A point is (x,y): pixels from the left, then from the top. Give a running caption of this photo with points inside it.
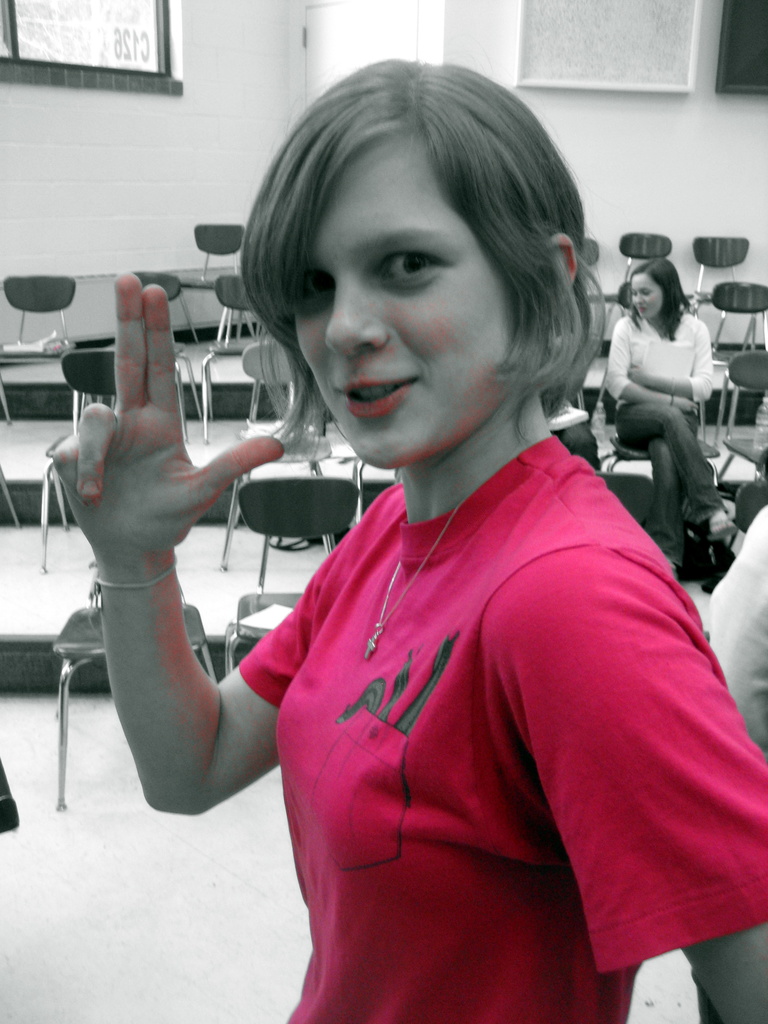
In this image we can see two persons (419,511), among them one person (590,559) is standing and one person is sitting on the chair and holding a book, there are some chairs (277,483) and photo frames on the wall (199,266).
